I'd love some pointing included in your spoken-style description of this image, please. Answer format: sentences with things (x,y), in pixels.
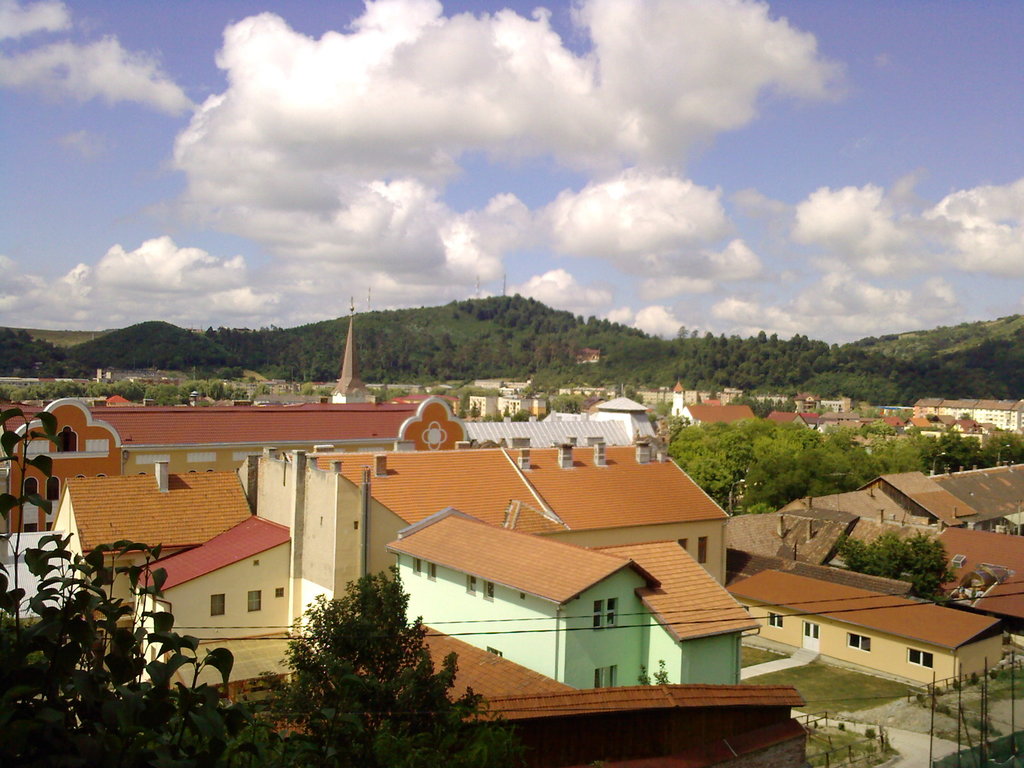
This is an aerial view. In the center of the image (344,386) we can see a tower (356,370). In the background of the image (380,365) we can see the hills (485,354), trees (524,334), poles (985,664), buildings (587,535), roofs (875,611), road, grilles (955,693), grass (865,681). At the top of the image (485,97) we can see the clouds (395,88) are present in the sky (416,164).
